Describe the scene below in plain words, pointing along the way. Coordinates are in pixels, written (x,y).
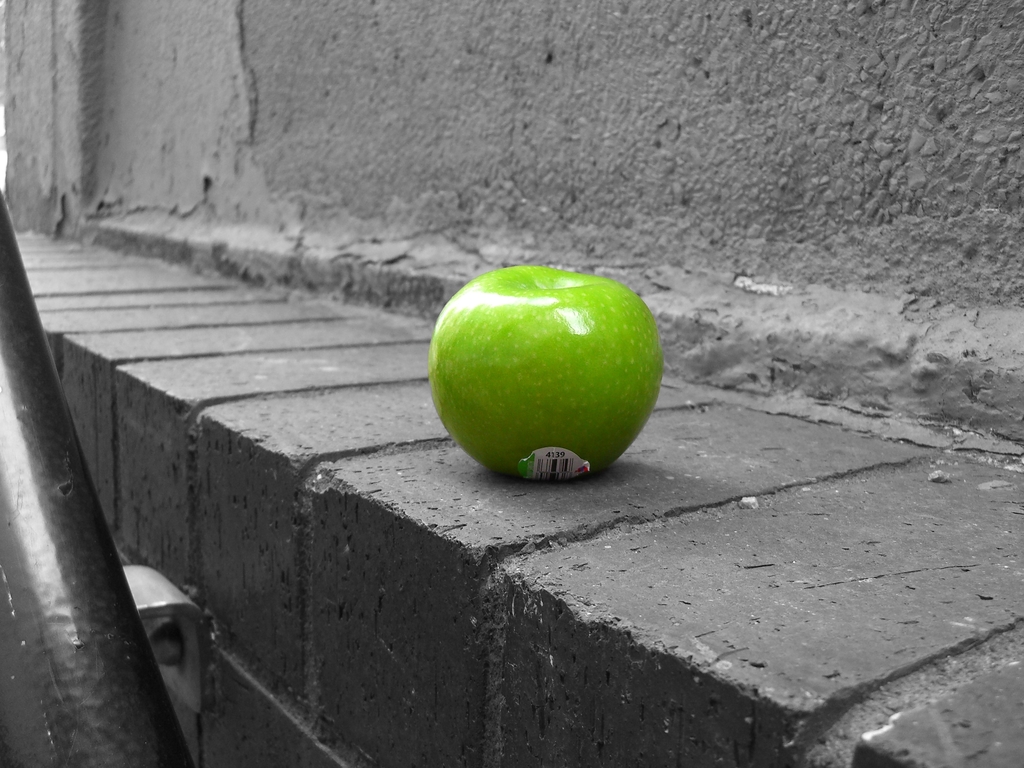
In this image we can see the green apple (482,333) on the small wall (523,494), one sticker (555,461) attached to the apple (588,454), one wall (1023,220) in the background (1023,388) and two objects (124,630) on the bottom left side of the image (139,652).
